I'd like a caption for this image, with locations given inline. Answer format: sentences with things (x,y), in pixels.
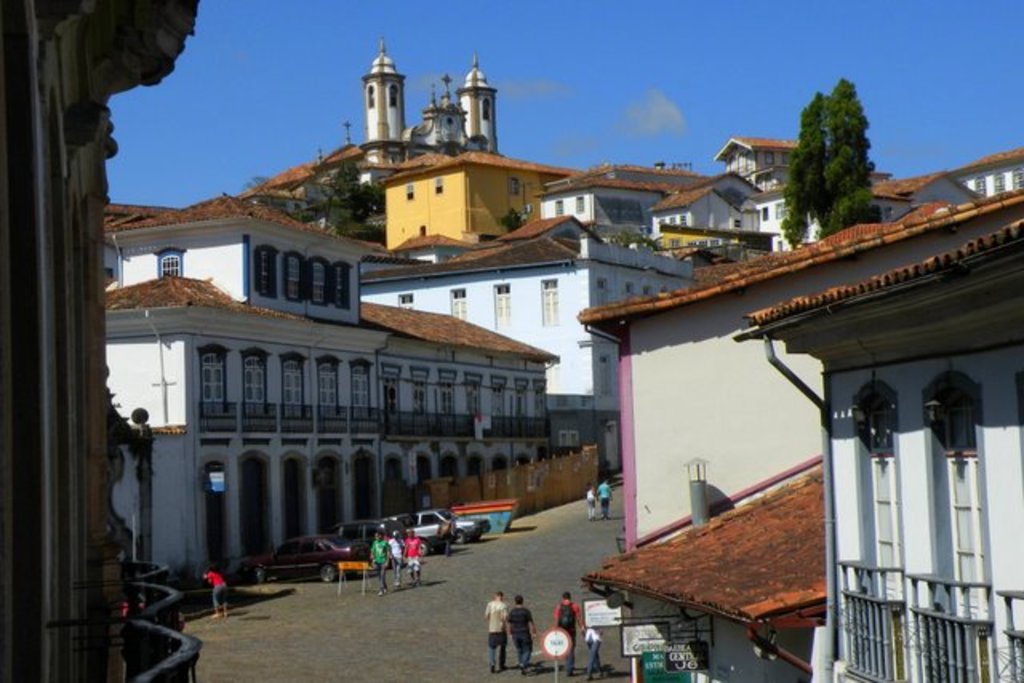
In this picture we can see a few people (505,634), some text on the boards (561,635), buildings (557,247), trees (811,167), other objects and the clouds (537,91) in the sky (670,147).
